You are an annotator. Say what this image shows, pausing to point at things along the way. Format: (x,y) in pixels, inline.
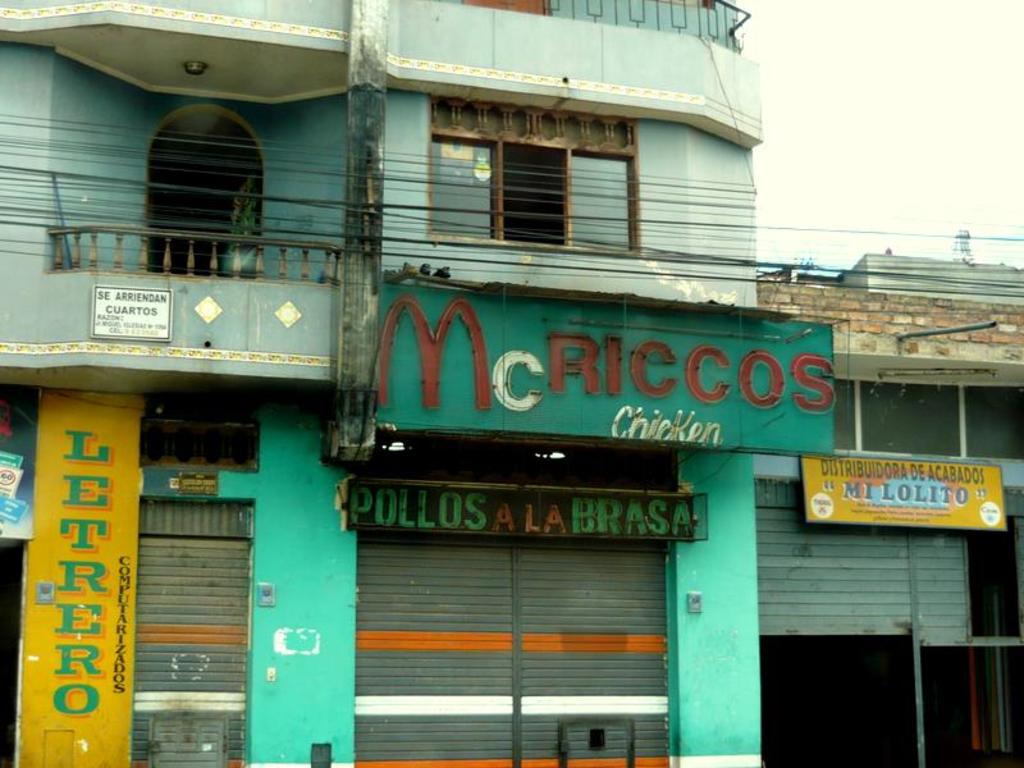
In this image there is a building (678,240) in the middle (437,359). At the bottom (316,593) there are stores (382,596), Above the store (497,519) there is a hoarding (573,437). On the left side (57,458) there is a wall (99,554) on which there is some text (81,525). On the right side (889,551) there is another store (879,512) on which there is a hoarding (913,478). At the top (873,96) there is the sky (897,96). There are wires (451,184) in the middle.
